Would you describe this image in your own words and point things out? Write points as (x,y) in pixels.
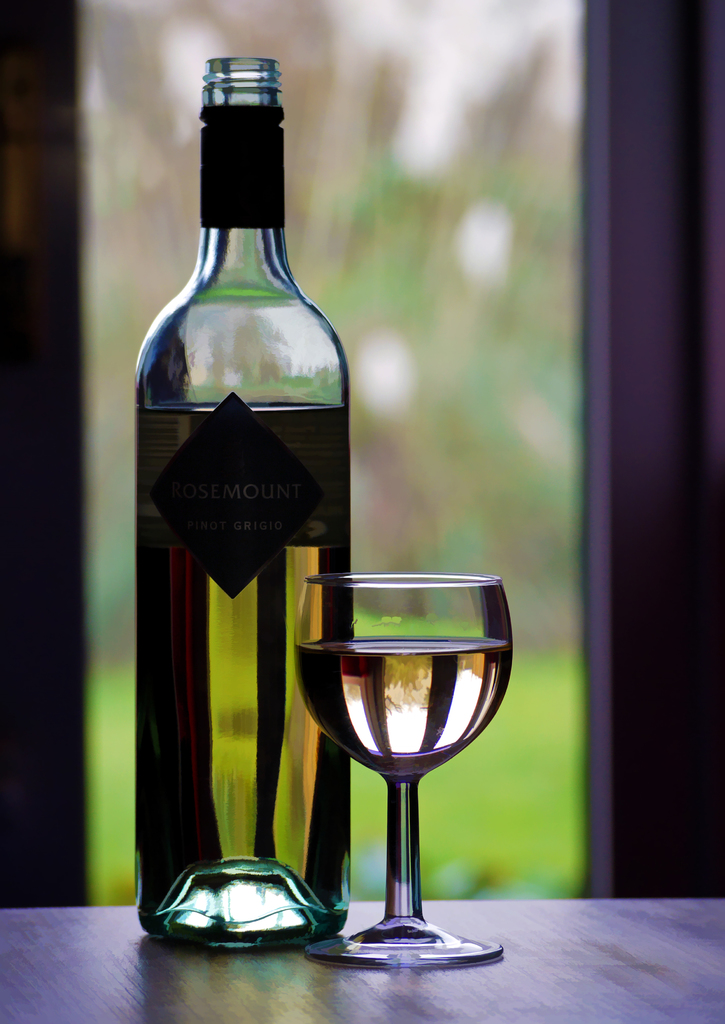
In the image in the bottom (194,984) there is a table (393,984), on the table (161,975) one wine bottle (198,560) along with one wine glass (386,715) filled with wine (429,671).
